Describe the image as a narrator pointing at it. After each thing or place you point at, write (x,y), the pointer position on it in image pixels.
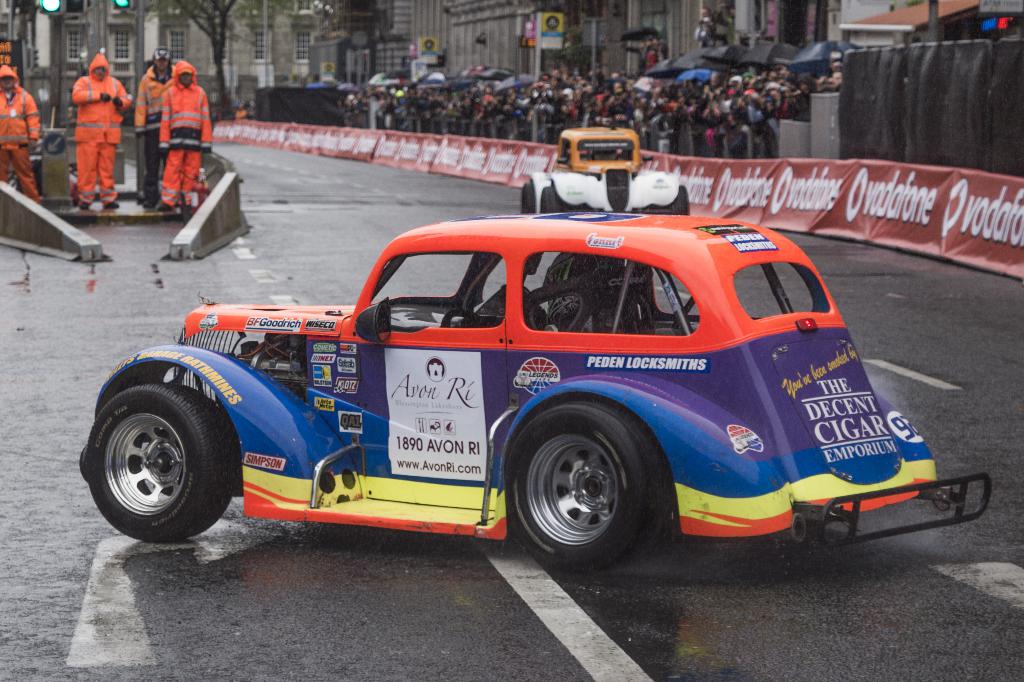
In this image, we can see two cars (405,413) on the road (908,516), there are some people (185,172) standing and we can see a tree (224,23), there are some buildings (301,14).
